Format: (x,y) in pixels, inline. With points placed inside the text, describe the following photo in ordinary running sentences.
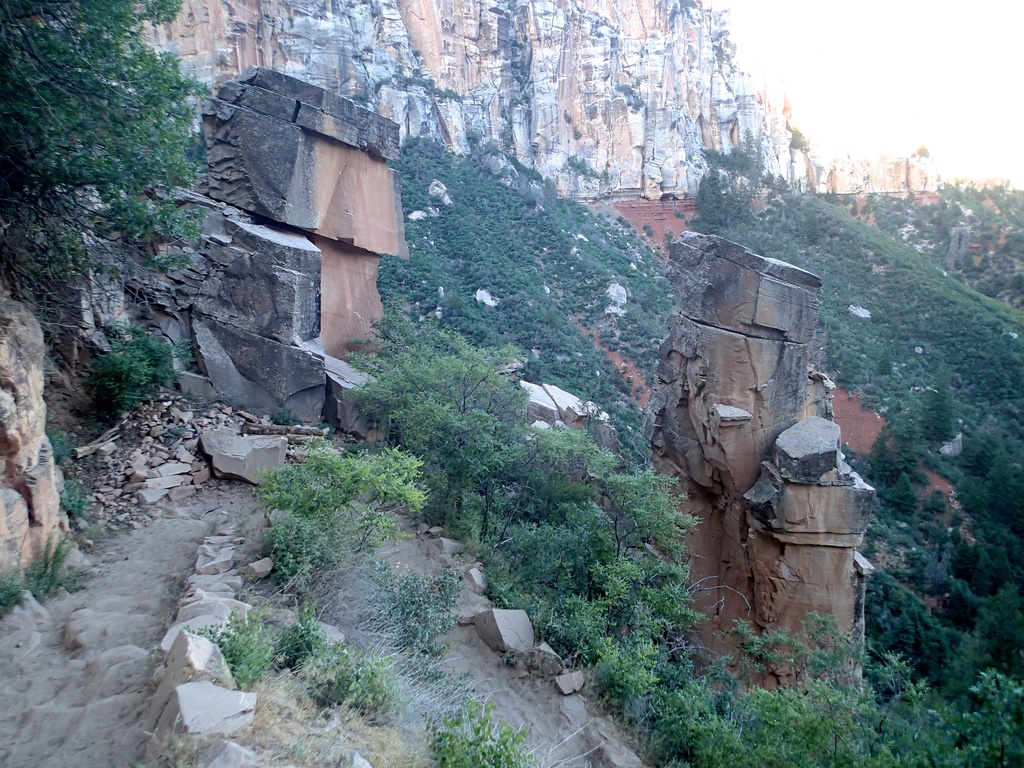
In the image there are many trees (469,429) and stones (202,688) on the ground (422,570). And also there are rock hills (885,185) in the background (911,219).
